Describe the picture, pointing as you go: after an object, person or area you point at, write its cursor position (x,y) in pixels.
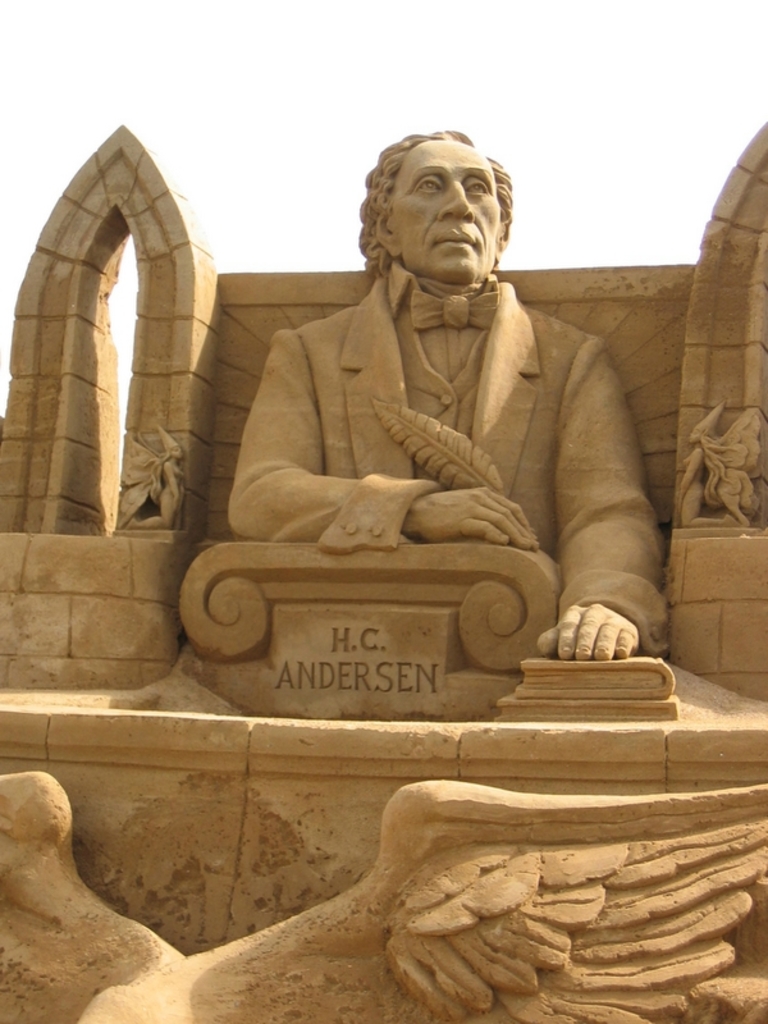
In this image there are some sculptures (139,507) and a wall (70,667), and in the center (340,638) there is some text (338,661).
